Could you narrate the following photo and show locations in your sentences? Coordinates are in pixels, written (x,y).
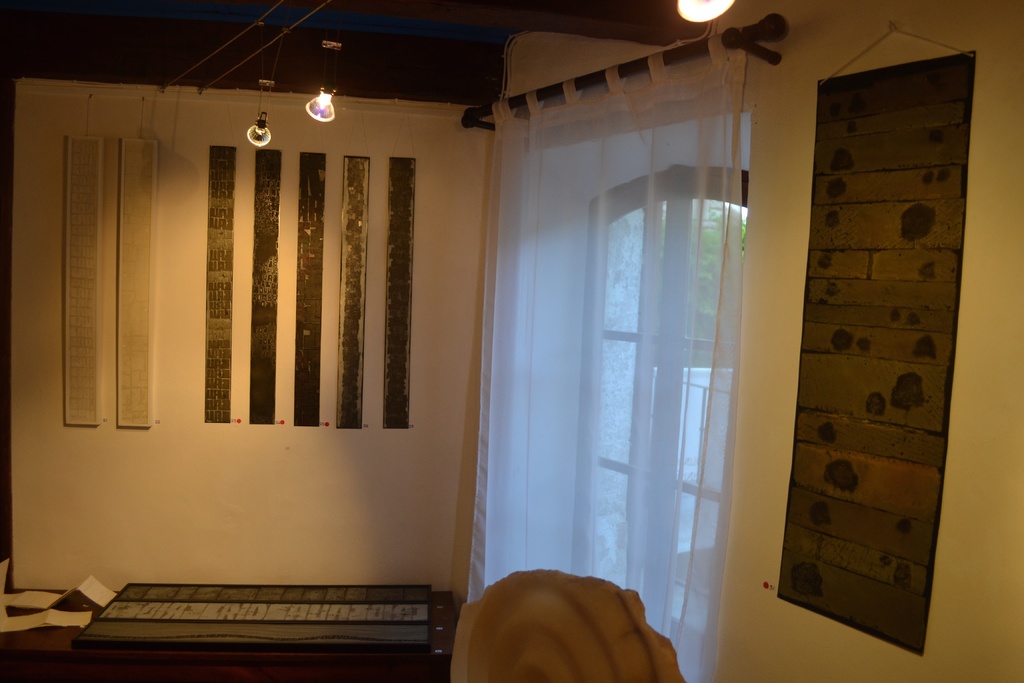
In this image we can see a room (376,141). On the right side (1009,480) there is a wall (756,383) and window (649,293) with curtain (649,293). On the wall (987,272) something is hanged. In the back (199,409) there is a wall (61,349). On the wall (182,289) something is there. On the ceiling (322,64) there are lights (261,135). On the table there are some objects (203,586).
